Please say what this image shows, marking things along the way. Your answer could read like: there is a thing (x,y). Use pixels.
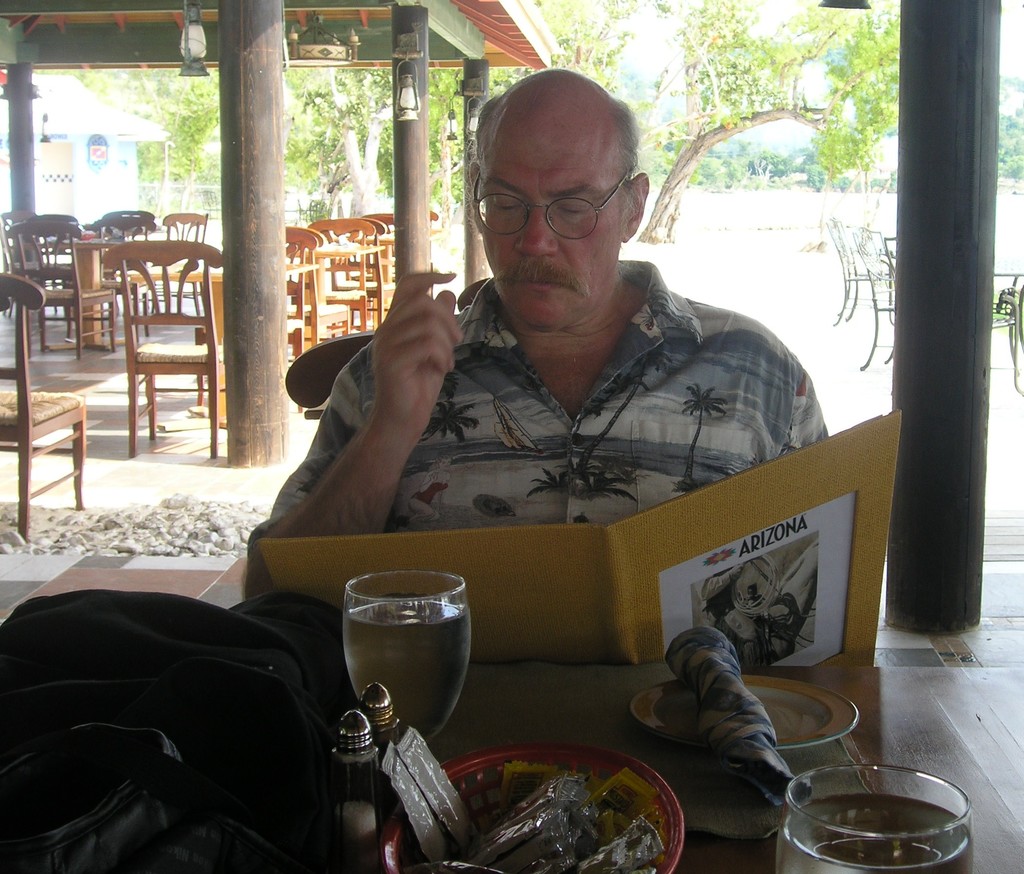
In the middle (416,495) a man (476,521) is sitting in the chair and looking into the book (555,546) he wears a spectacles (594,212) and a t-shirt (688,370) there is a glass (390,570) on the table (489,675) and other food items (561,819) on this behind him in the left side of an image (136,336) there chairs (134,332) and tables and lamps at the top (302,89) there are trees (663,84) behind him.
